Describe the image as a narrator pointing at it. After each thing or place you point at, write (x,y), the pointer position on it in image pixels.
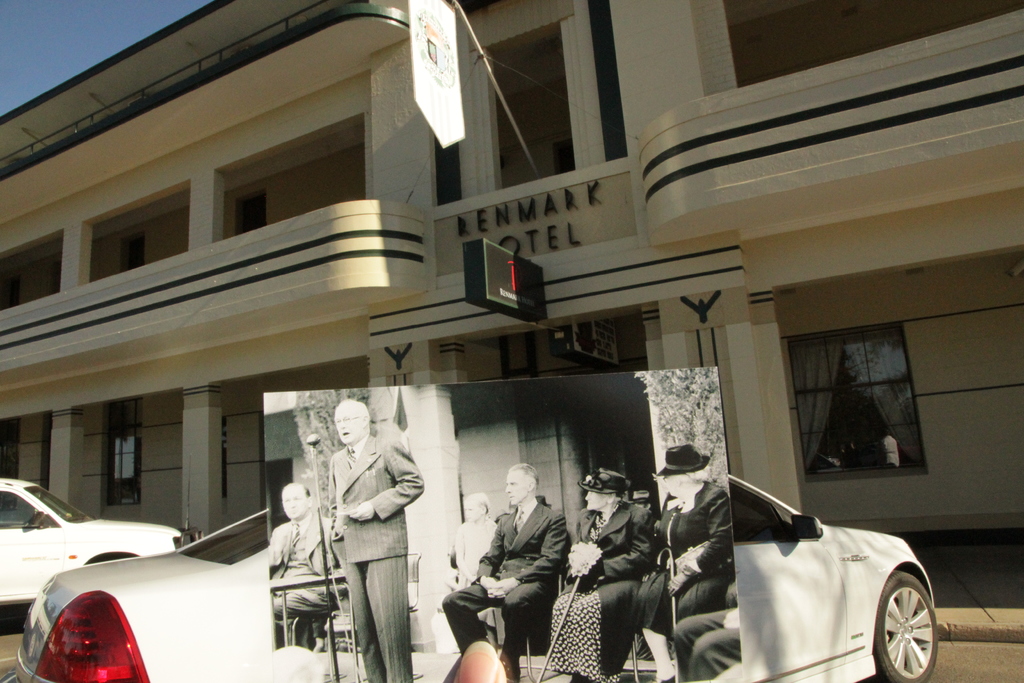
In this image we can see vehicles (184,559) and building (344,104) with pillars (224,172) and windows (798,341). On the building (496,238) there is a name (515,230). Also there are boards (493,254). In the background (107,36) there is a sky (100,10). Also there is a black and white photo (409,469) at the bottom (405,463) is held by a person's finger (472,669). In this photo (386,584) there are few people (298,533) sitting and some are wearing specs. One person (369,500) is standing. In front of him there is a mic (314,447) with mic stand (315,476).
